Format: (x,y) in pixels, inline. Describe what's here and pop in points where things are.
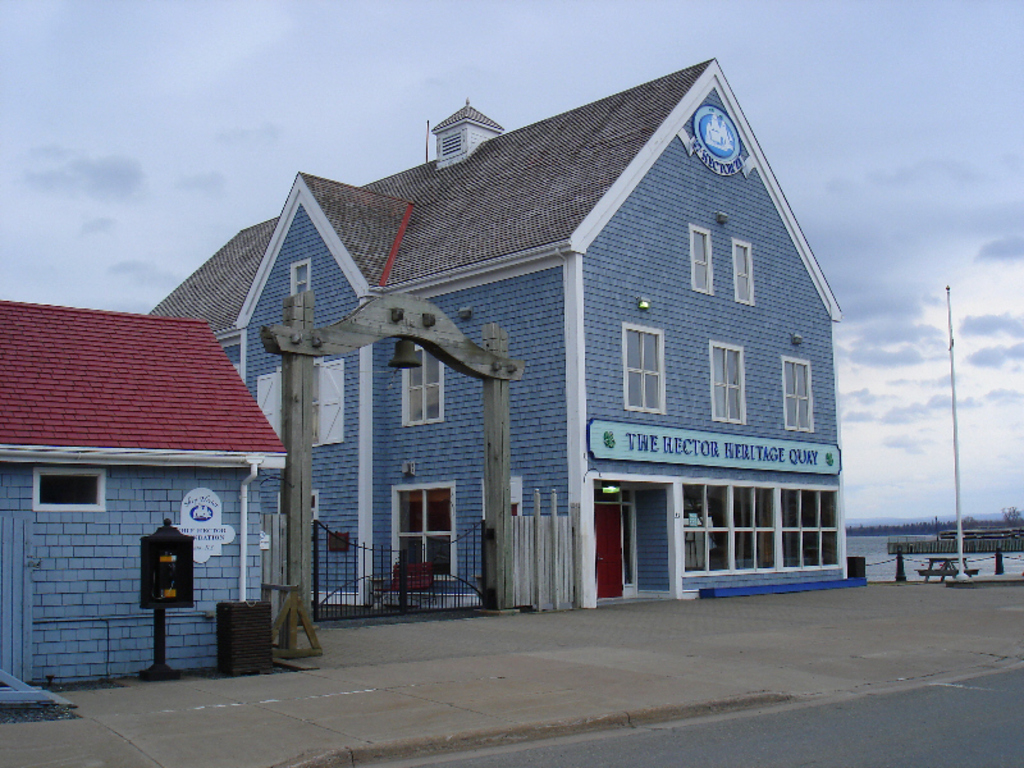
In this image we can see some buildings (466,442) with windows (434,420) and roof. We can also see a board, a bell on an arch (299,409), a gate (410,595), some poles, a water body (984,562), a group of trees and the sky (900,422).
